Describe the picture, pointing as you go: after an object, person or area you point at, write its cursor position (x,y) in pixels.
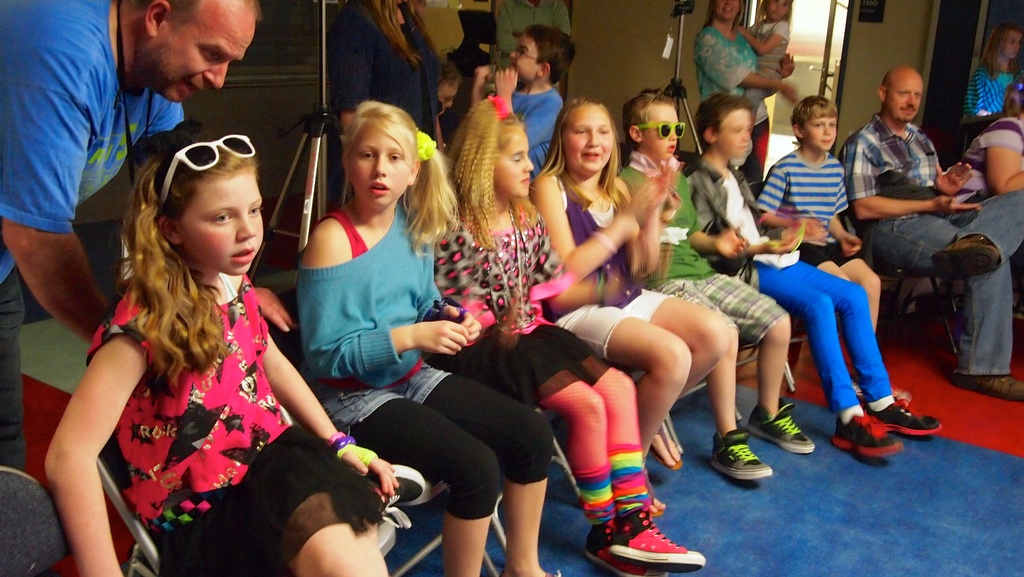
In this image we can see people (710,358) sitting on the chairs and some are standing on the floor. In the background (577,28) there are walls (689,63) and tripods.
